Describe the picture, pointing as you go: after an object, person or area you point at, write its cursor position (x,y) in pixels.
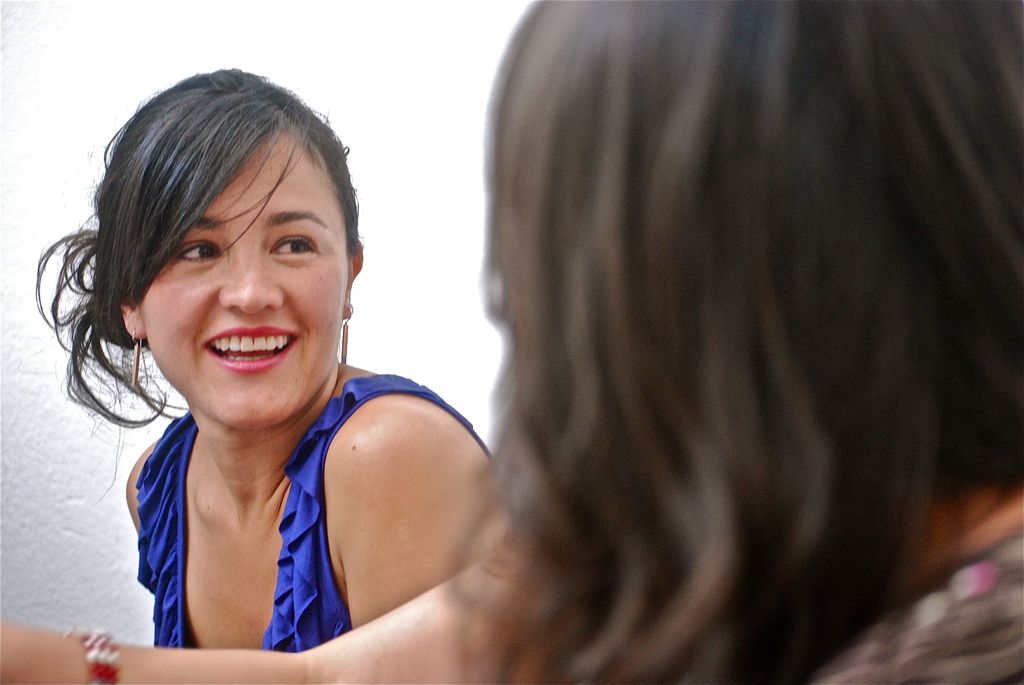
In the image there are two women (464,520) facing each other and smiling, the woman (380,513) on left side (326,632) is wearing blue dress (291,550), behind them there is white wall (477,412).
